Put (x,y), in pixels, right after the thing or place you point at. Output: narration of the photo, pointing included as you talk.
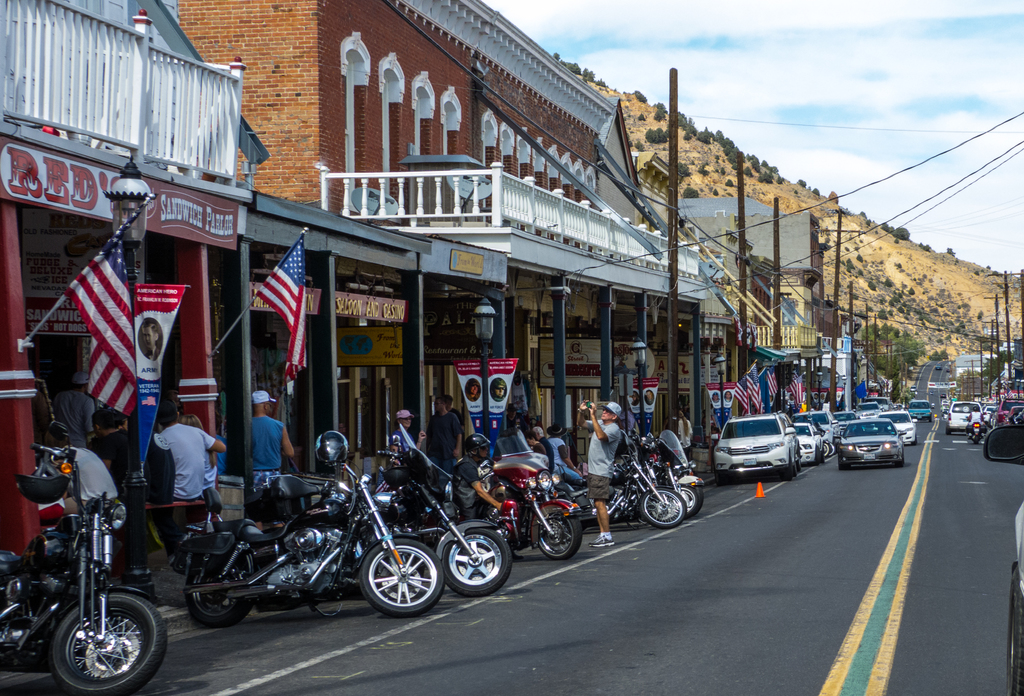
In the image we can see there are bikes (474,523) and cars (1007,410) parked on the road (623,560). There are people (223,465) standing near the bikes (519,451) and there are buildings (481,288). There are flags (101,294) kept on the building (347,294) and behind there is a hill (714,177). There are trees (888,375) on the hill (696,195) and there is cloudy sky (848,160) on the top (813,146).
